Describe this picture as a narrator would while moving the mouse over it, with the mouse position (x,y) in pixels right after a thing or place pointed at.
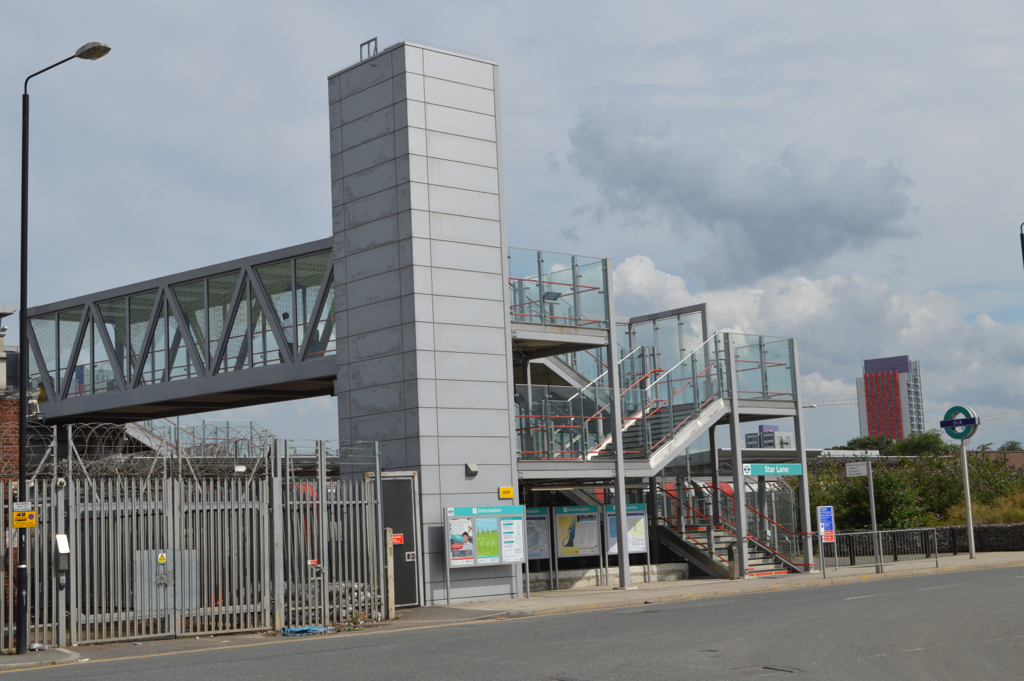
Here in this picture, in the front (577,426) we can see stair cases (641,440) and in the middle (504,358) we can see a pillar (446,196) to which we can see a bridge (202,310) attached over there and on the left side (169,509) we can see a light post (20,495) and railing (276,504) present and we can see trees (822,497) and plants (974,484) present over there and we can see sign boards (951,425) and hoardings (510,528) present and in the far we can see a building (873,407) present and we can see the sky (675,276) is fully covered with clouds (613,235) over there.
